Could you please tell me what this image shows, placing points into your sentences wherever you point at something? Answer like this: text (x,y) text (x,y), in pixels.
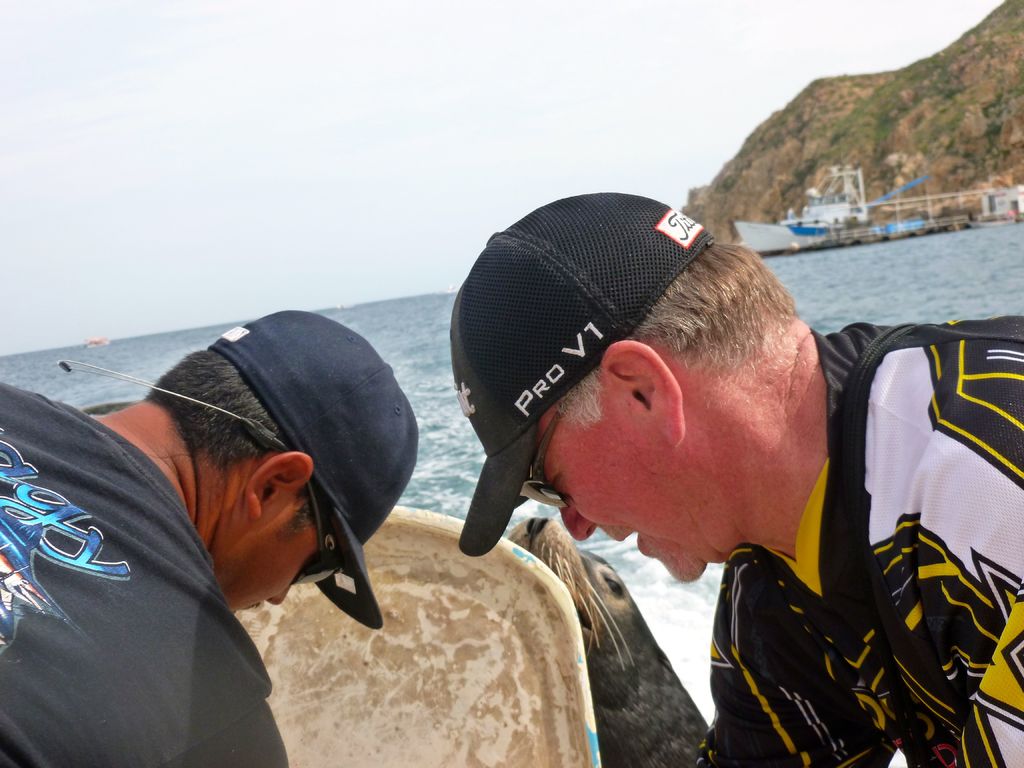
In this picture we can see two men (94,447) wore caps (334,494), goggles (285,444), animal (642,748), boats (851,231) on water (904,251), mountains (787,166) and in the background (257,313) we can see the sky (279,185).
